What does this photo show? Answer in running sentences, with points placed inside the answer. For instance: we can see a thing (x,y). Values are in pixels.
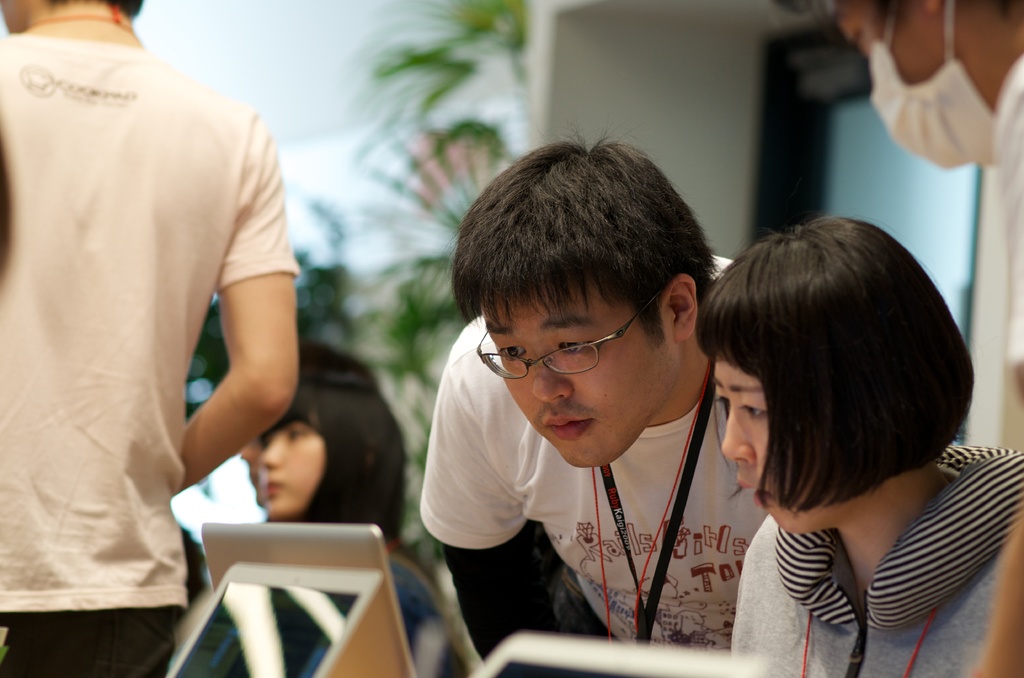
In this image there are group of people (525,337) in the foreground (579,424) there is one man (625,275) who is wearing spectacles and tag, and he is looking in to laptops (319,612). At the bottom (323,620) there are some laptops (303,620), and in the background (484,124) there are some plants (484,21), wall (651,149) and windows (869,161).
